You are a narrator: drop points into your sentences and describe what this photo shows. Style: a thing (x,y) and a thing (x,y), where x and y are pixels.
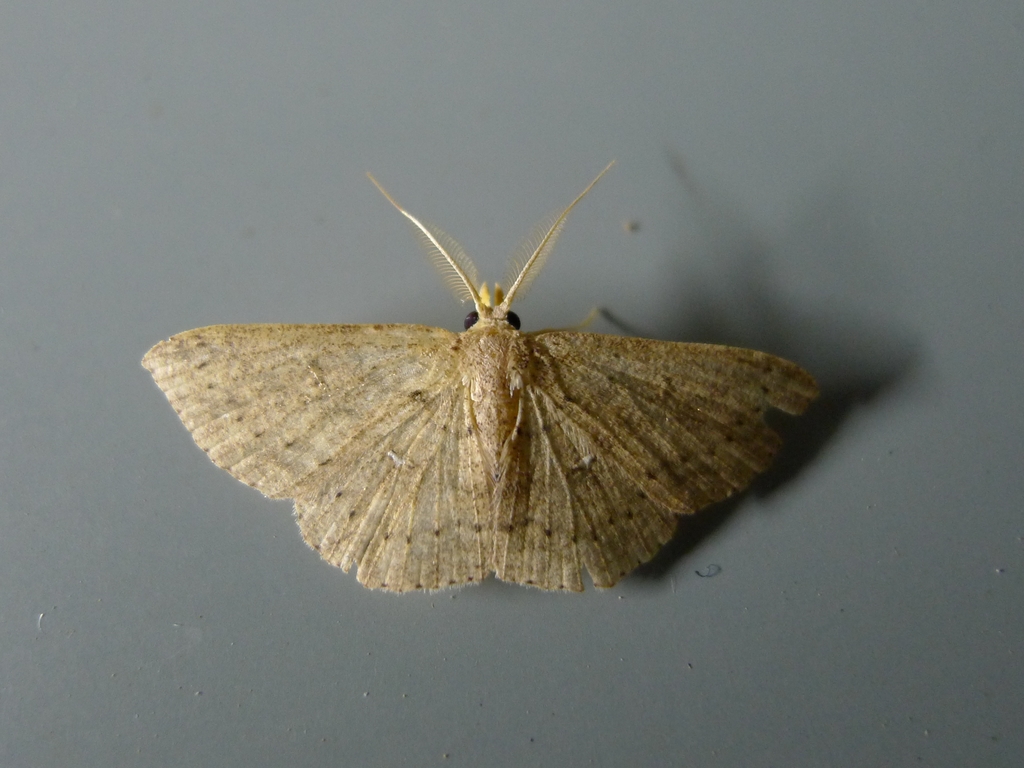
In the center of the image (445,278) there is a moth (505,308) on the surface (388,311).
